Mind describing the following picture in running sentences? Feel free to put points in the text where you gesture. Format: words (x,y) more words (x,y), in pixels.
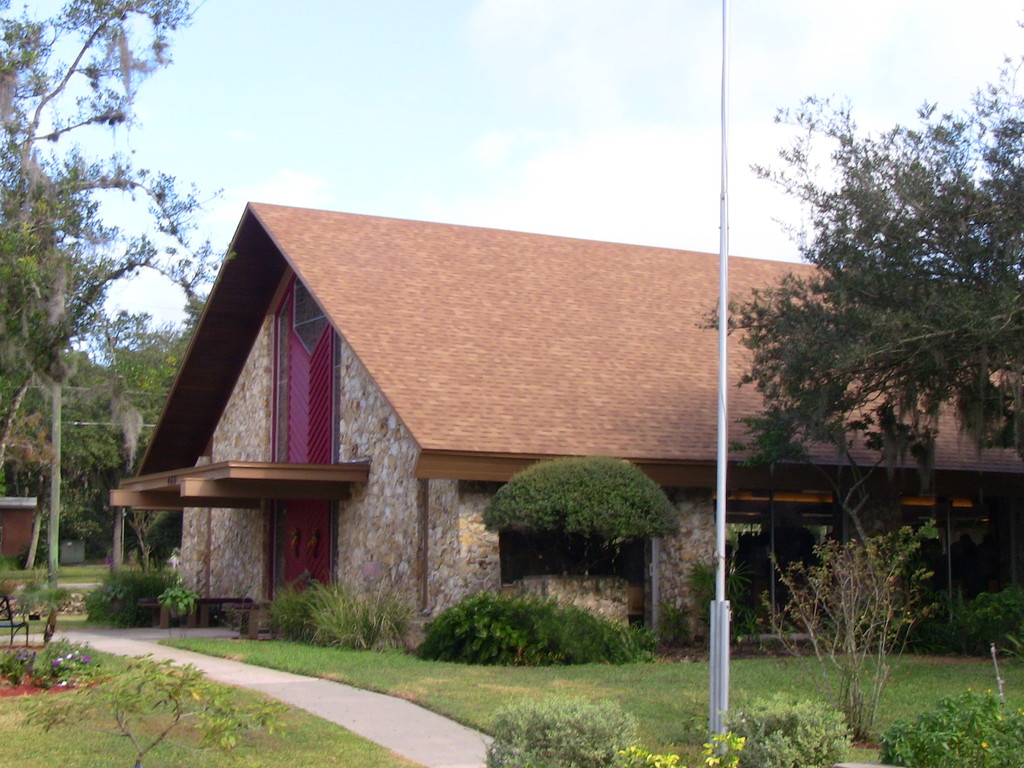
In this image we can see sky (559,64) with clouds (731,54), pole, trees (25,113), plants (559,617), bushes (510,634), shrubs (813,625), ground (474,677) and building (398,311).
